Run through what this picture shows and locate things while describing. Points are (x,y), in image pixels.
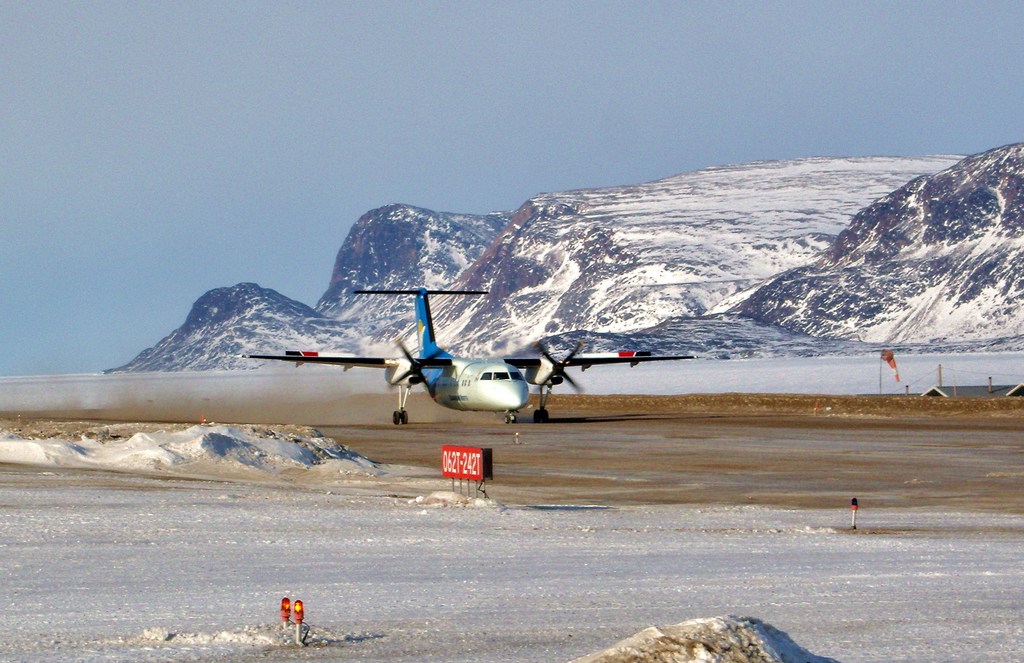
In this image there is an airplane (424,337) on the runway (676,453), there are lights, snow (175,644), tent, and in the background (104,352) there are snow mountains (371,305), sky (457,187).
